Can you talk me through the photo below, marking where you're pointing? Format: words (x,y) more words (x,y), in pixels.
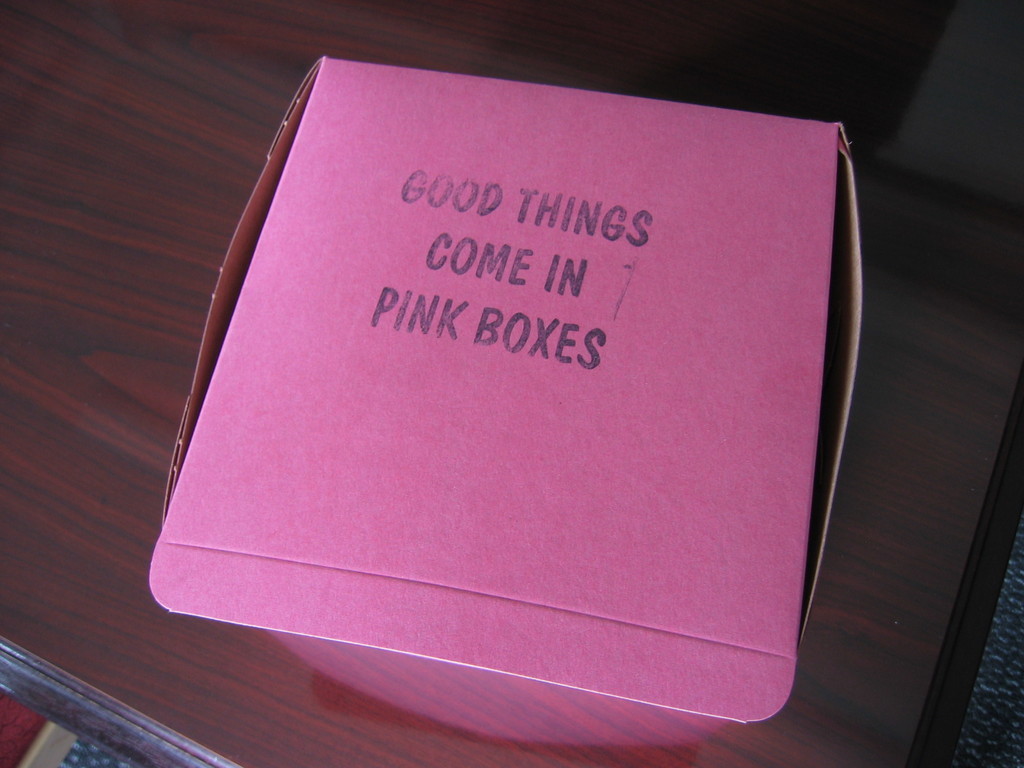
In this image we can see a cardboard carton (298,442) placed on the table (36,289).
